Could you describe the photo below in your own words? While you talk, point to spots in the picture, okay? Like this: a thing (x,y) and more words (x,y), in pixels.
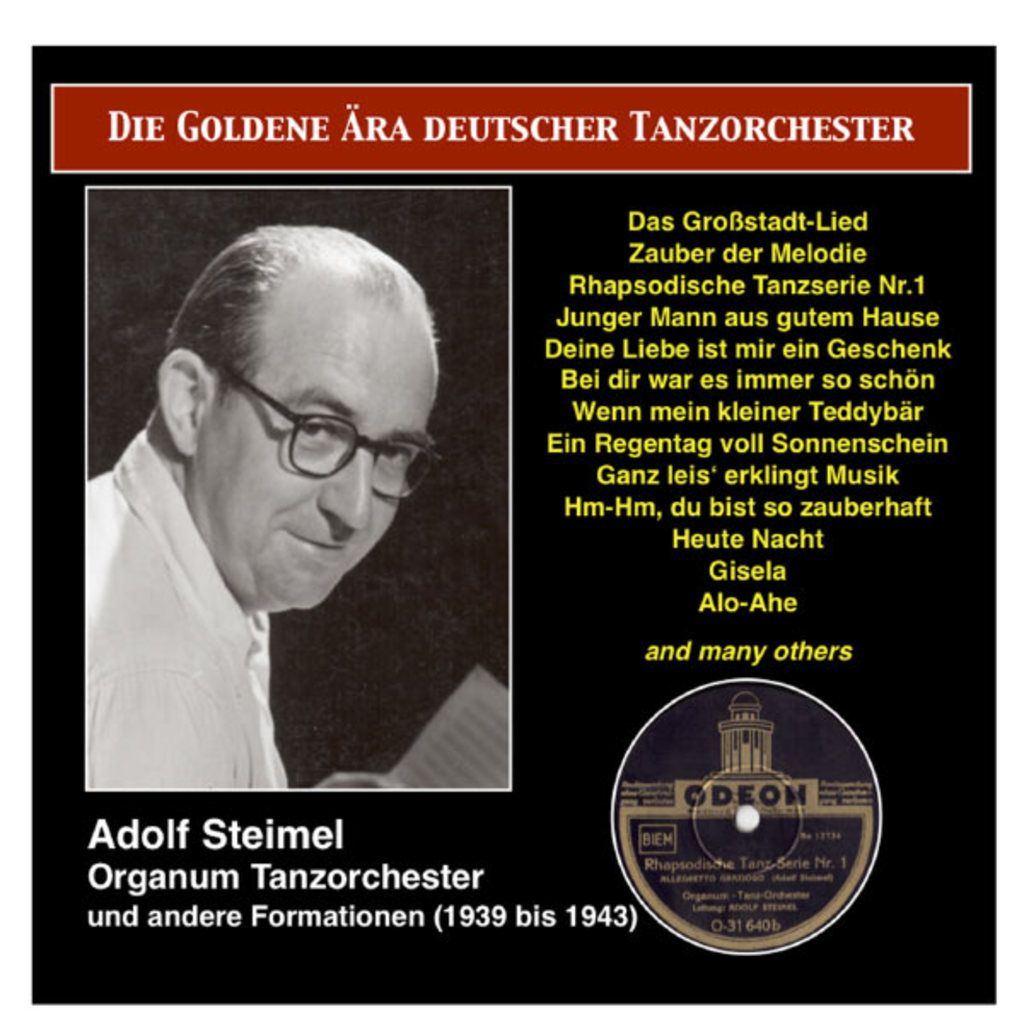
In this image we can see a poster (725,786) in which we can see black and white picture (255,632) of a person (373,368) and some text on it.
